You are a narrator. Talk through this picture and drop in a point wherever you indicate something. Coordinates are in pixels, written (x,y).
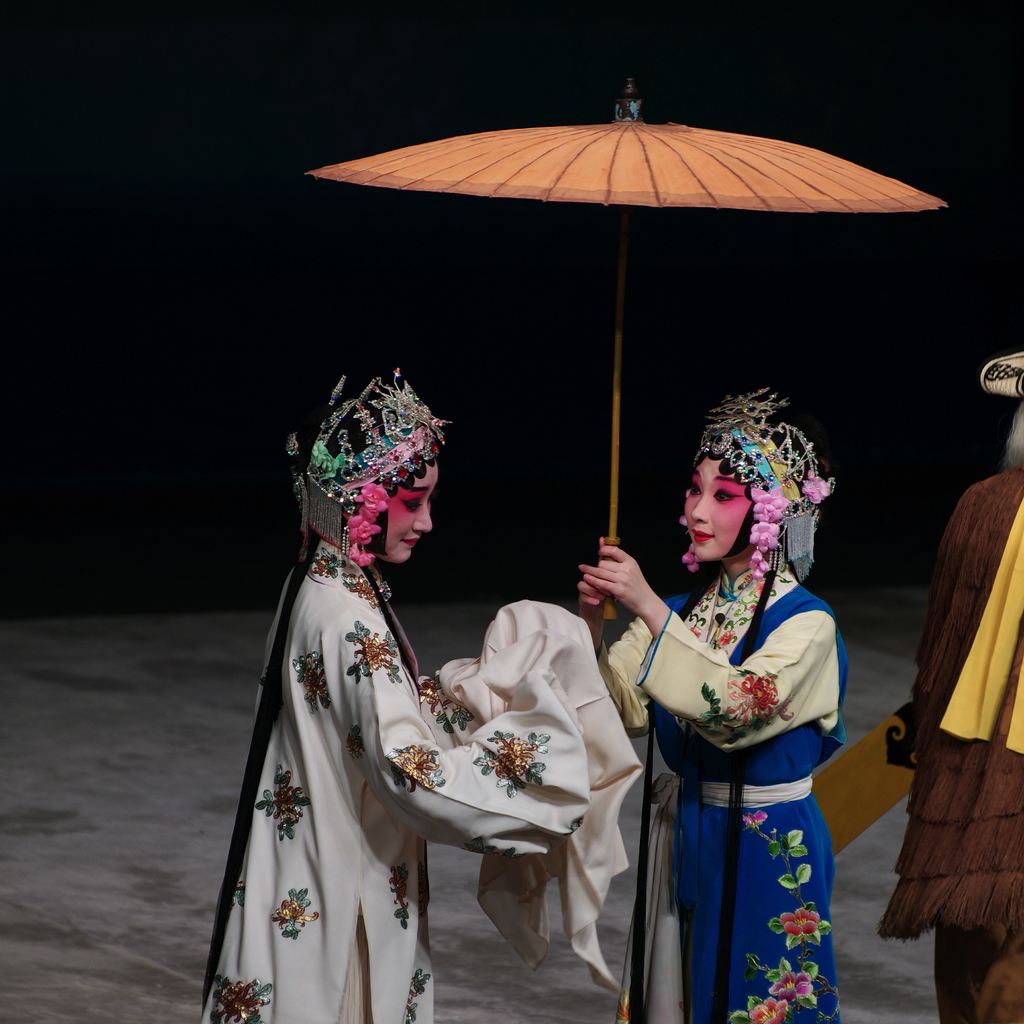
There are two women (549,789) standing. They wore a fancy dress (570,671). This woman (721,583) is holding an umbrella (622,191). On the right side of the image (981,553), I can see a person (978,570) standing. The background (967,339) looks dark.
